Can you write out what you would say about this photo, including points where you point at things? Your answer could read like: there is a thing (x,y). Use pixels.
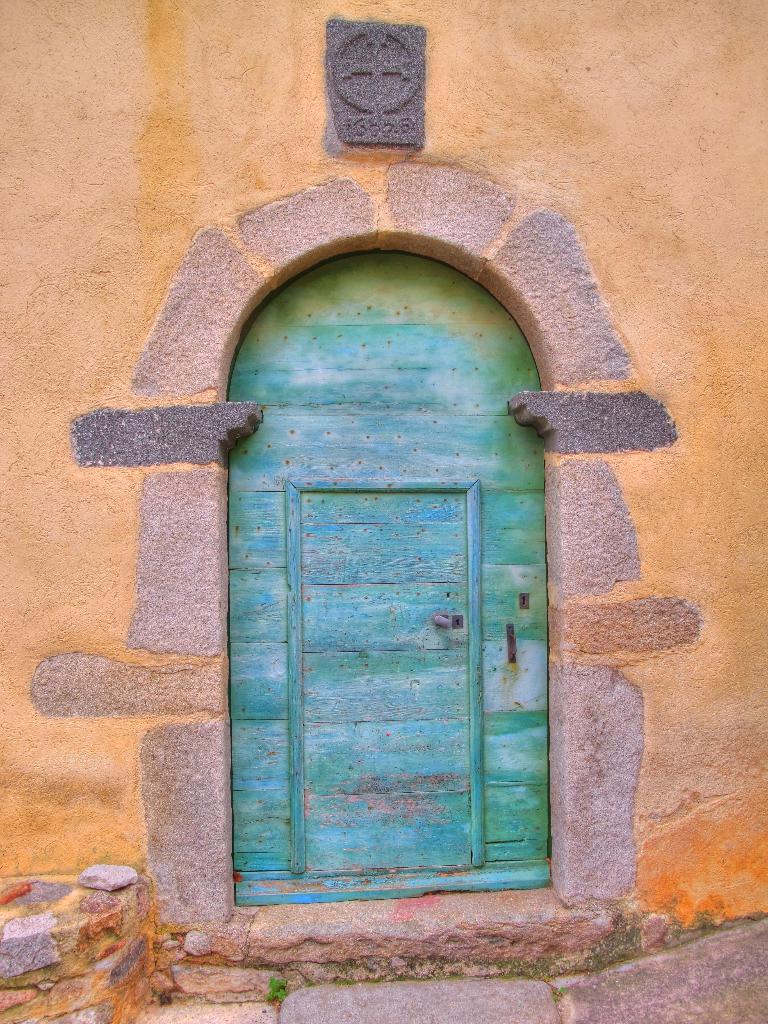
In this picture we can see a wall (646,87) painted orange. In the center of the wall (9,259) there is a gate (433,448). In the foreground (447,958) it is looking like pavement (752,978). On the left (46,937) there are staircase (41,942).
